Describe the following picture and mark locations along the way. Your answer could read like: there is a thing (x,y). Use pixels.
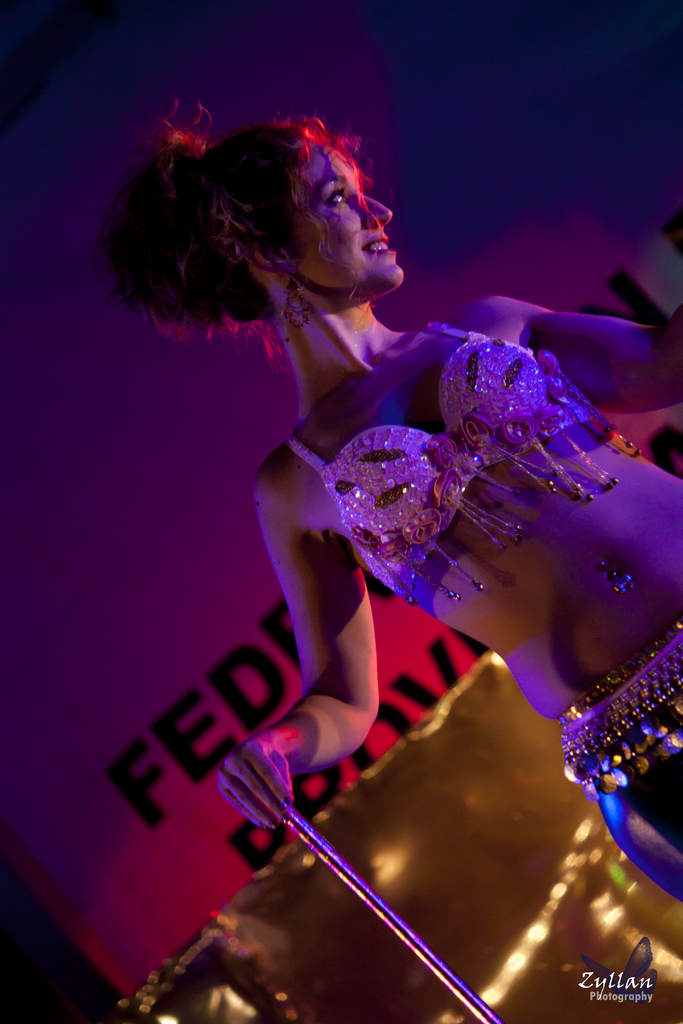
There is a woman (342,346) standing and holding stick (409,938). On the background (164,569) we can see banner (121,681).
